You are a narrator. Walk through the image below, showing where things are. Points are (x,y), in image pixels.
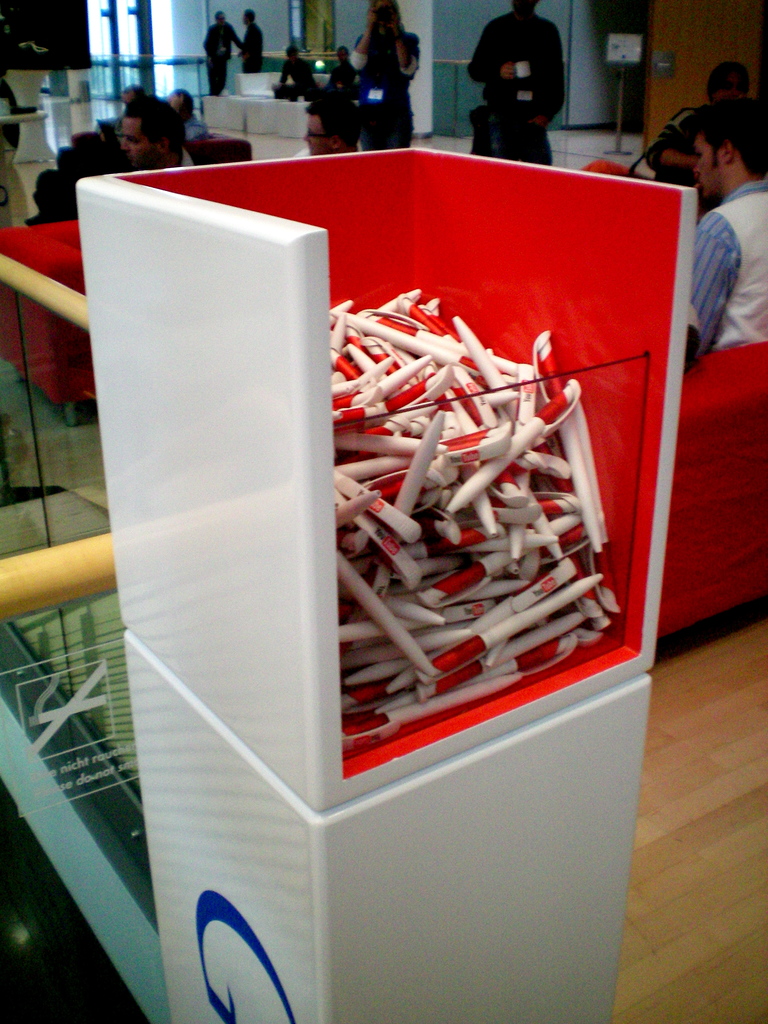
In this picture there are pens (435,420) in the box (531,259). At the back (759,148) there are group of people (130,121) sitting and there are group of people (413,63) standing. At the back (654,119) there is a board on the pole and there is a wall (358,13). At the bottom (666,856) there is a wooden floor (666,671) and there is a text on the mirror (84,660).
